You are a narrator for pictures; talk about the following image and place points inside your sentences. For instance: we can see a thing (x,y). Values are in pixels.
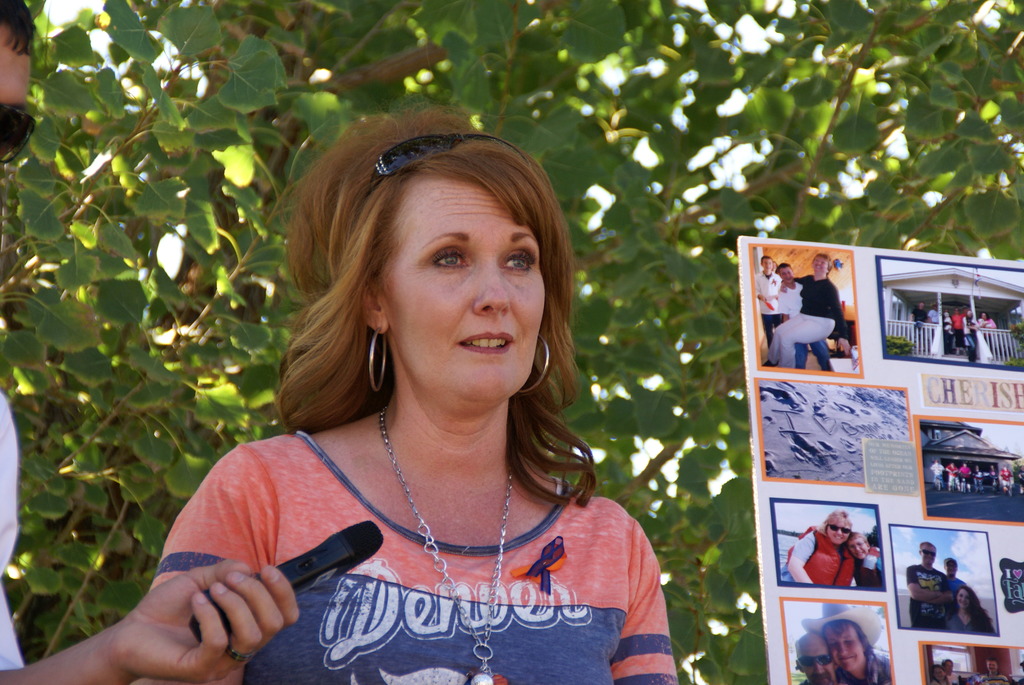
This picture is clicked outside. On the left (19,90) there is a person (36,668) holding a black color object (316,551) and standing. In the center (556,296) there is a woman (420,459) wearing t-shirt (577,522) and standing. On the right corner (930,275) we can see a poster (798,554) on which we can see the pictures (913,593) of some persons (813,281) and the pictures (978,441) of the houses (966,423). In the background (913,111) we can see the tree (657,118).
